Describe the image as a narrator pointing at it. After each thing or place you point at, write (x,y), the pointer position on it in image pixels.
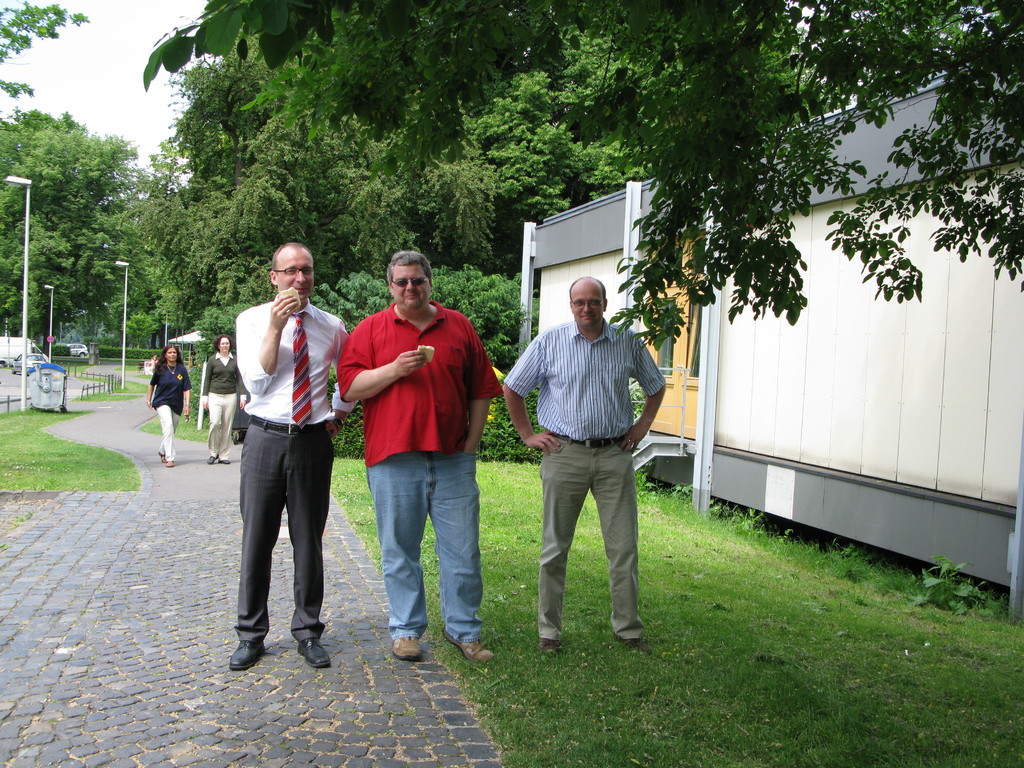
In front of the image there are three men (419,423) standing. And they kept spectacles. Beside them on the ground (671,581) there is grass (671,581). On the right side of the image (690,383) there is a wall (974,370) with doors (663,359). Behind the men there are two ladies (152,391) walking. And on the ground (104,416) there is grass (11,414) and also there are poles (50,343) with lights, fencing (16,399) and some other things (46,385) in the background (55,367). And also there are trees (61,331) in the background (10,322).
